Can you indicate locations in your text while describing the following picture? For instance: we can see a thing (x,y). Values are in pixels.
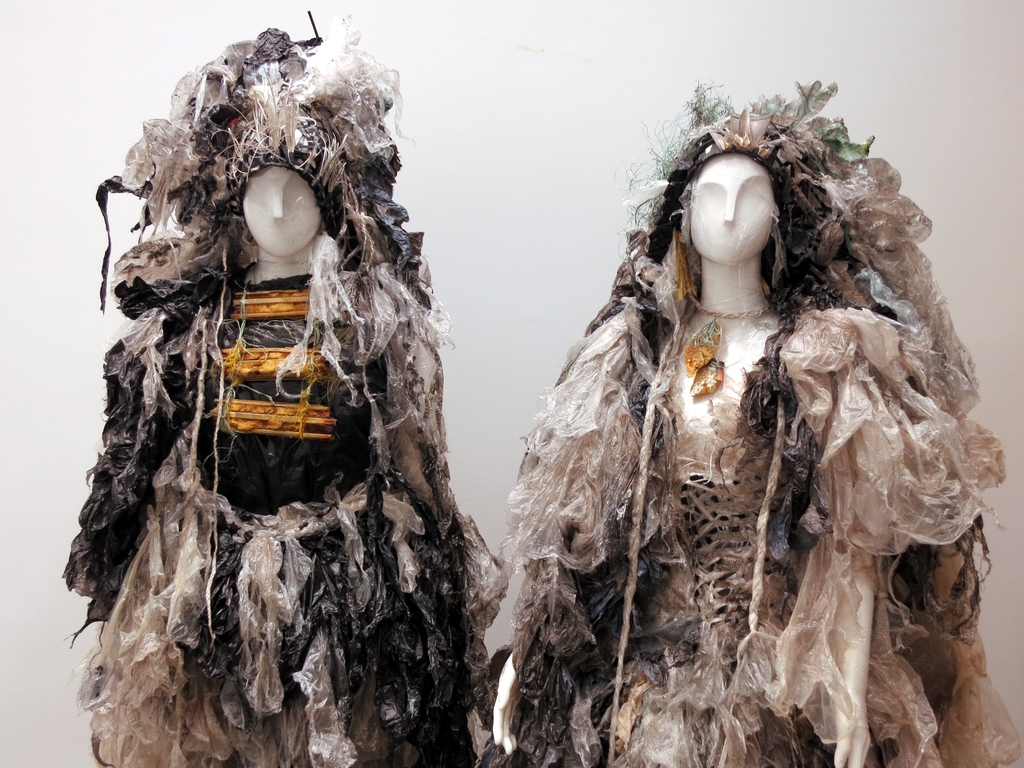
In this picture I can see two mannequins (761,389). On this mannequins (253,380) I can see some clothes (590,441). The background of the image (505,152) is white in color.
